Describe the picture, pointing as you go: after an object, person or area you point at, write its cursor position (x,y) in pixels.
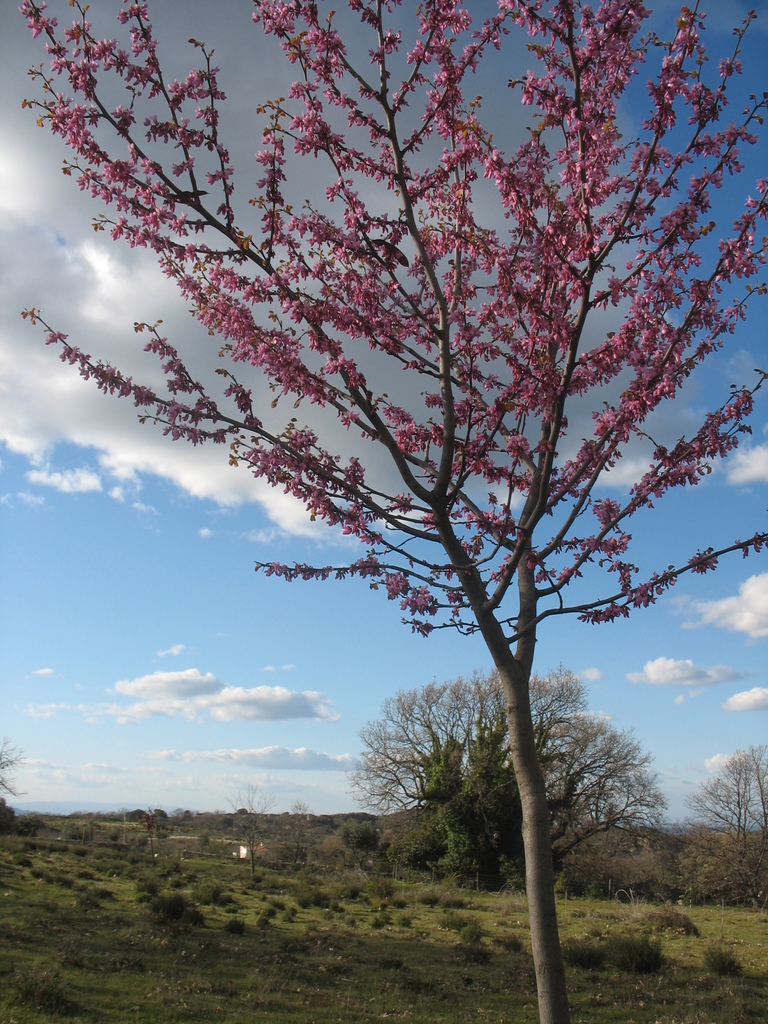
In the foreground of the image (693,218) we can see the flowers (686,214) on the branches (449,444) of a tree (509,566). In the background (488,888), we can see a group of trees (252,865) and the cloudy sky (224,719).
